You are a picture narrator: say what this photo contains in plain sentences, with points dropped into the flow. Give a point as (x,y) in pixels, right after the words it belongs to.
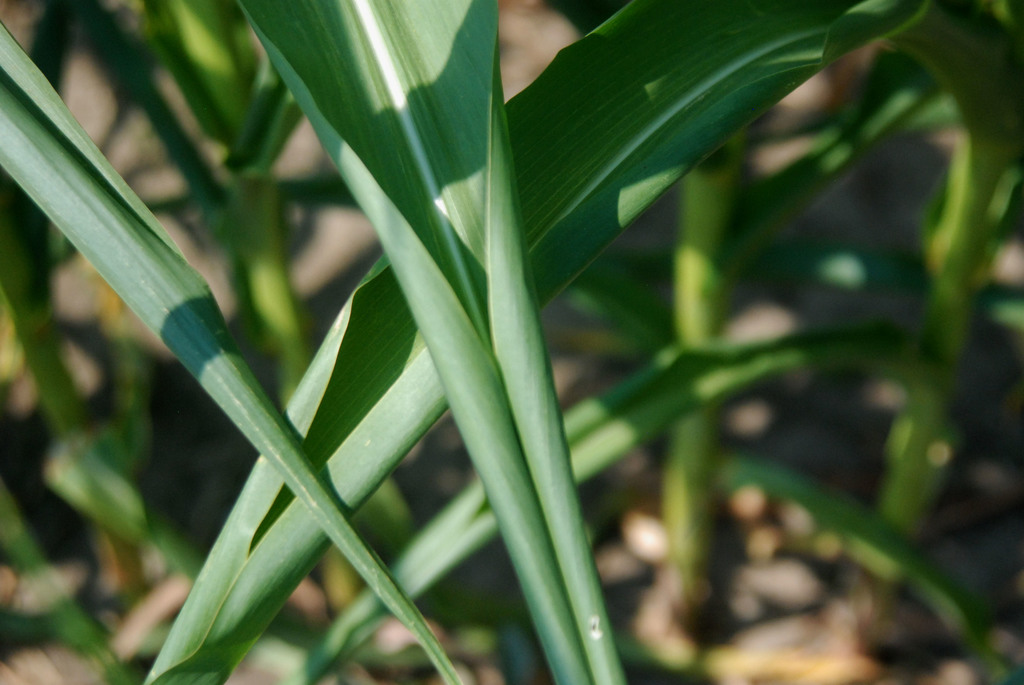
In the foreground of this image (456,353), there are leafs (457,396). In the background (758,349), there are plants (652,302) on the ground (791,568).
